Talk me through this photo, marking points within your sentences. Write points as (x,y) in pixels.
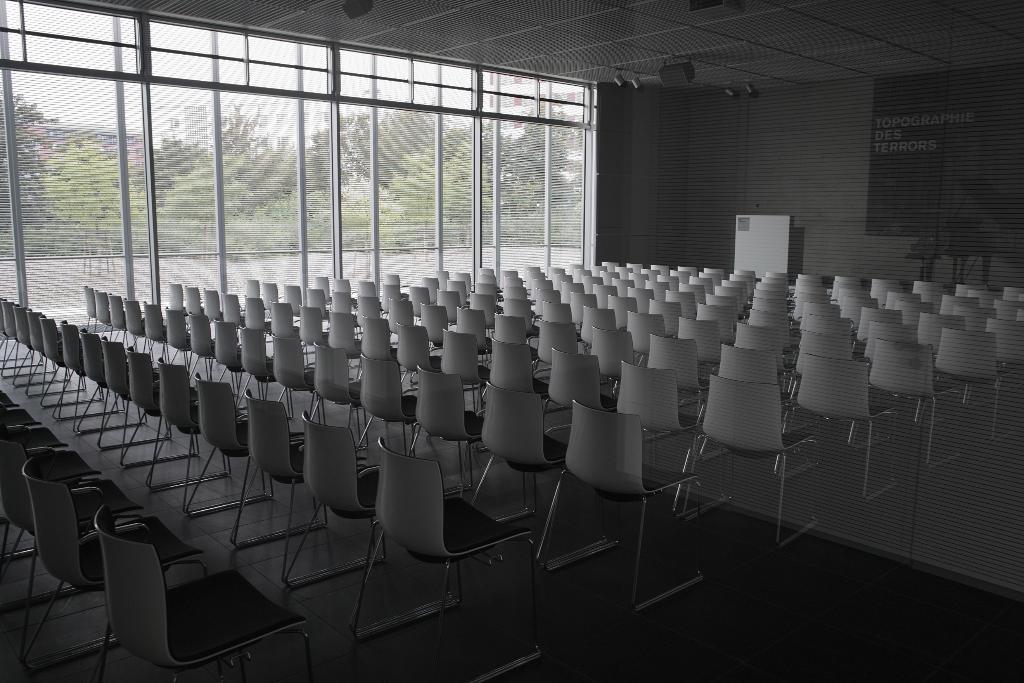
These are the chairs (526,436) which are in white color. In the left side (187,247) it's a glass wall (300,201). Outside this there are green trees (359,215).
